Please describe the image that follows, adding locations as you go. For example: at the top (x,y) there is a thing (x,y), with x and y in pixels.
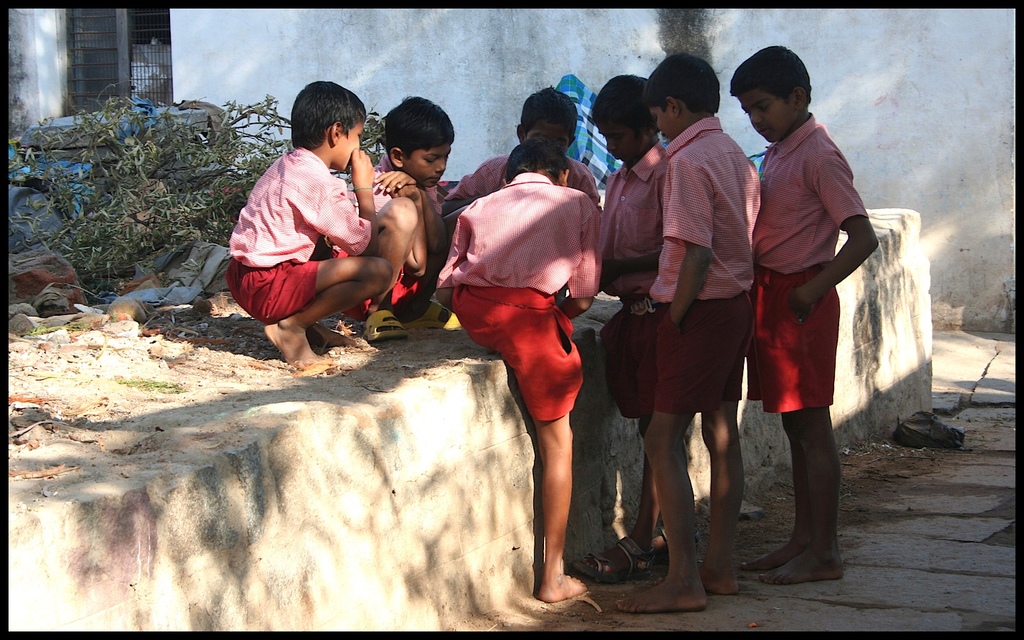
In this image there are children (674,288) standing. In front of them there three people (393,202) sitting on the ground (363,349). Behind them there are plants (151,196) and stones (58,272) on the ground (35,333). In the background (301,23) there is a wall (604,74). In the top left corner (108,47) there is a gate (150,49) to the wall (177,53).
